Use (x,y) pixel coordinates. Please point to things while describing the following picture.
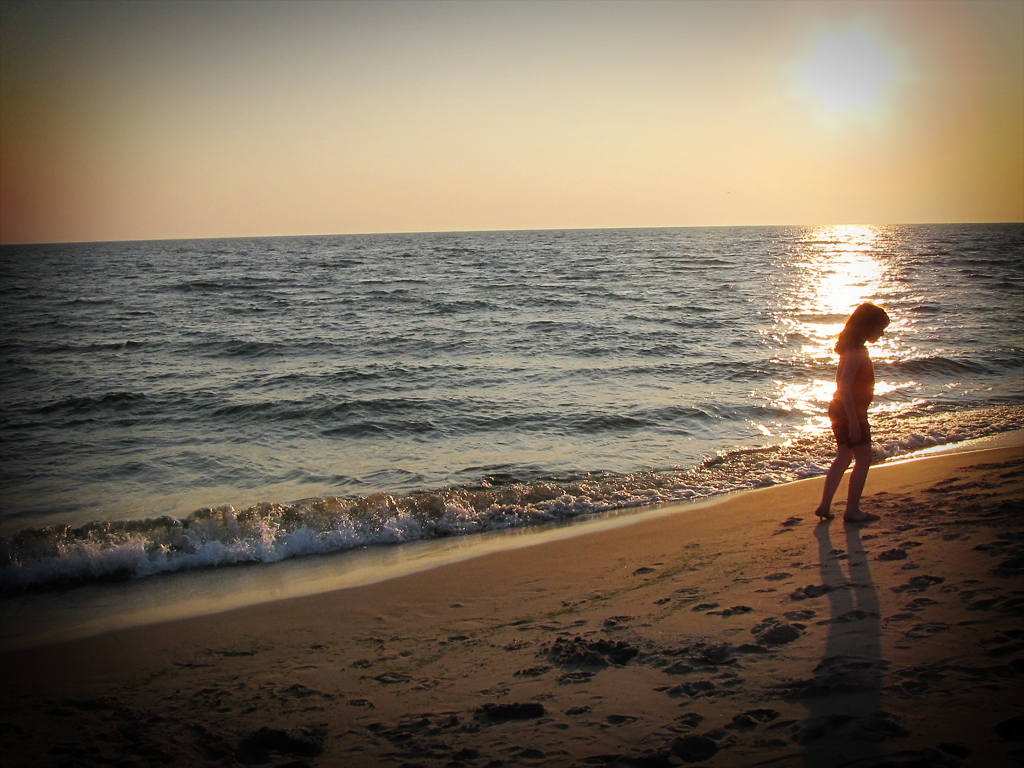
In this image on the right side (861,376) there is one woman (867,405) walking, at the bottom (545,605) there is sand (545,605) and in the background (537,396) there is a beach (537,396). At the top (628,103) there is sky (462,137).
